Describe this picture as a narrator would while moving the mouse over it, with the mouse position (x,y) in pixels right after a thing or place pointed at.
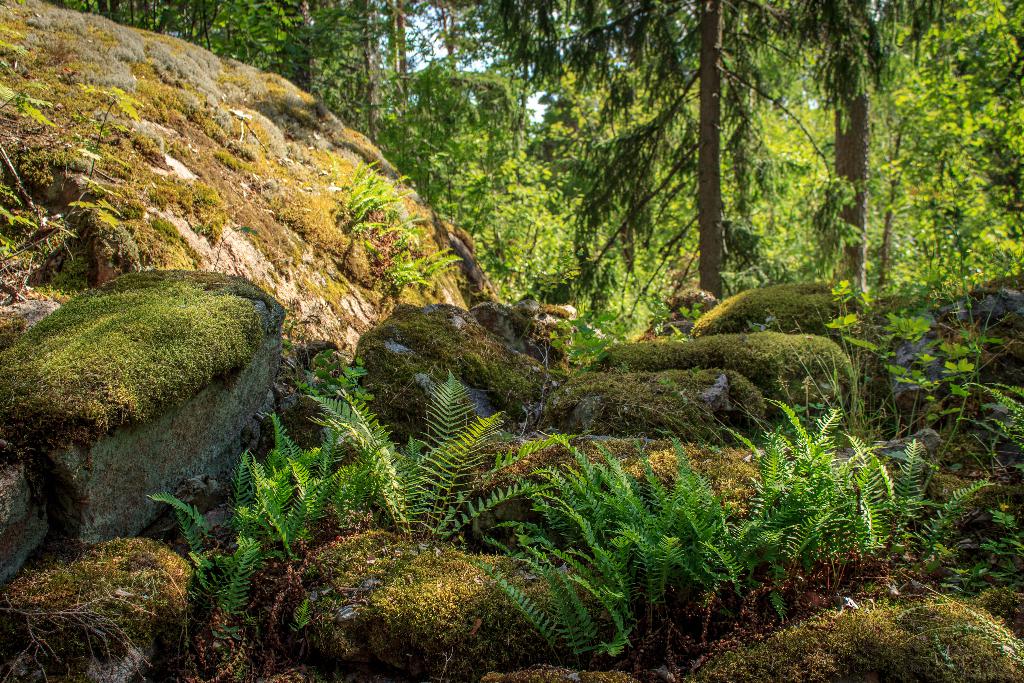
This image looks like it is clicked in the forest (650,58). At the bottom (870,619), there are rocks (533,584) on which there is green grass (858,616). In the background (920,74), there are many trees (705,119). On the left (230,159), there is a big rock (180,151) covered with grass (102,118). In the front (670,454), we can see small plants (771,480).
